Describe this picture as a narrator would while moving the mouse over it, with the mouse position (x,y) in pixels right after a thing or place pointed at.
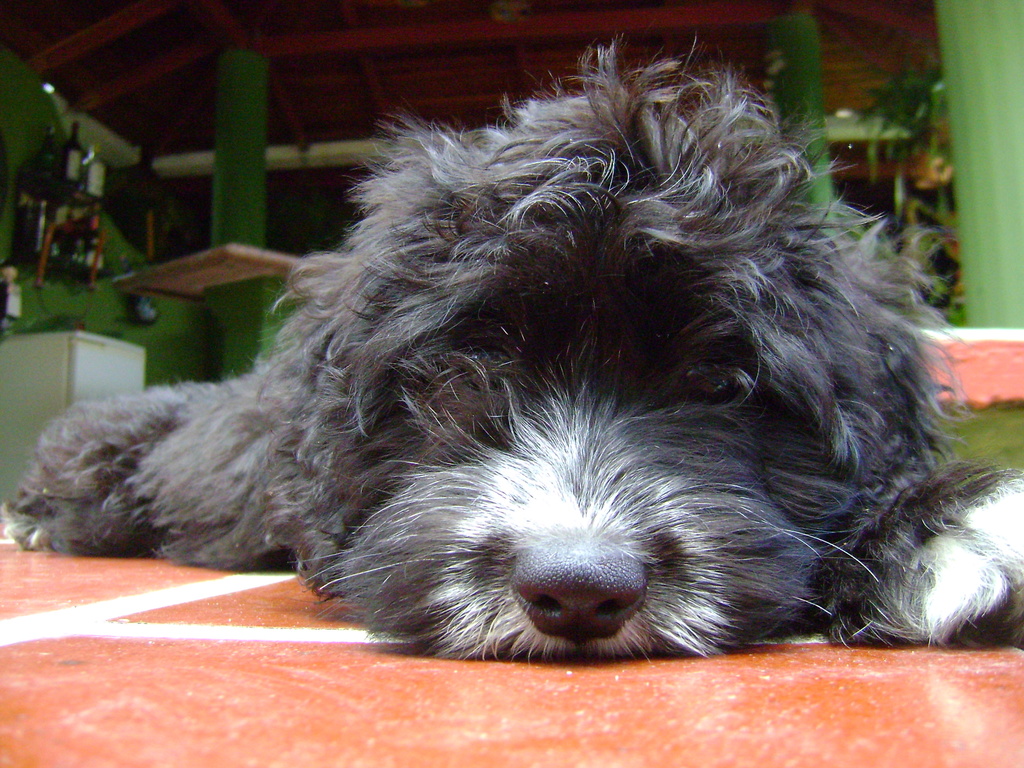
At the bottom of this image (259,542), there is a dog (512,357) in black and white color combination, lying on an orange color floor (280,617). In the background (977,141), there are green color pillars (953,72) and there are other objects (933,107).
